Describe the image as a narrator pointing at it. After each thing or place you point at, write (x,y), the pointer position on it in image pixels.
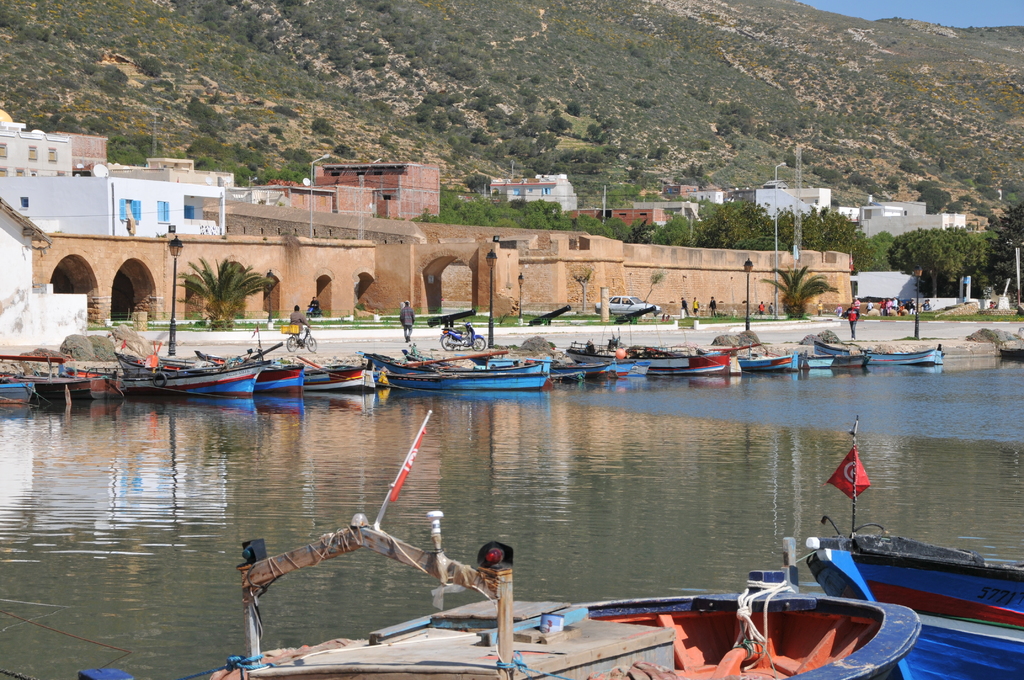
At the bottom of the image (384,672) there is boat (786,572). In the center of the image (476,415) there is water (394,437). There are boats (848,357). In the background of the image (16,159) there are buildings (379,179). There are mountains (738,109).
